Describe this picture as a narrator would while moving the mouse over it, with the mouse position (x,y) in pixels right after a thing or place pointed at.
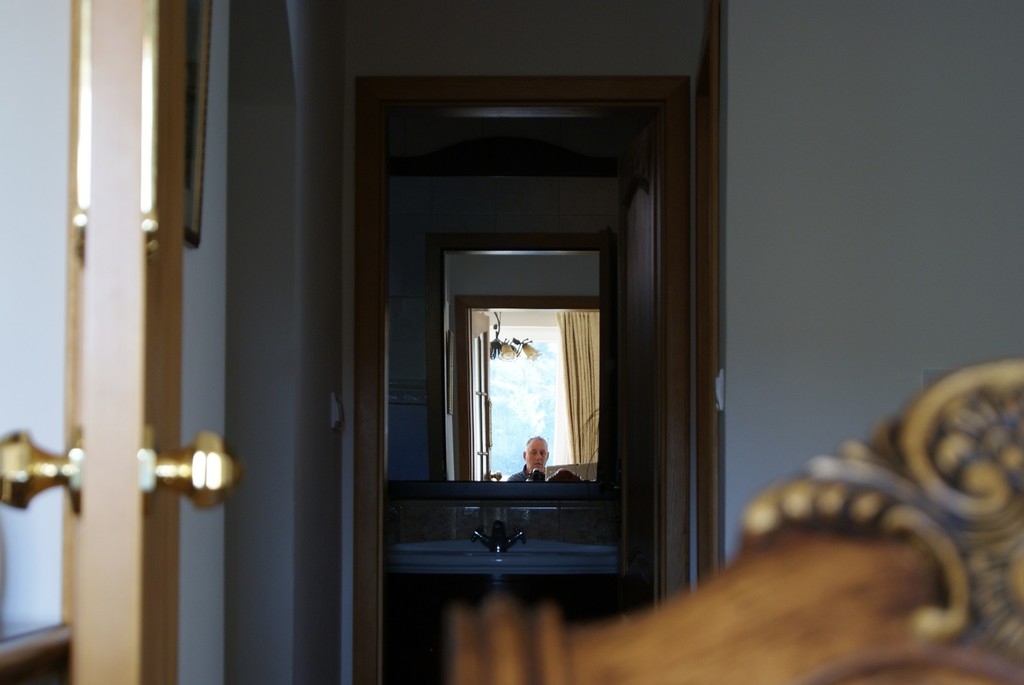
This is a door (147,494) with a door handle (171,488). I think this is a wash basin (501,576) with a tap (502,540) attached to it. This looks like a mirror (467,402), which is attached to the wall (466,291). I can see the reflection (526,469) of the man (543,468) sitting. This looks like a curtain (569,379) hanging to the hanger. I think this is a lamp (494,349) and a door (470,417).
